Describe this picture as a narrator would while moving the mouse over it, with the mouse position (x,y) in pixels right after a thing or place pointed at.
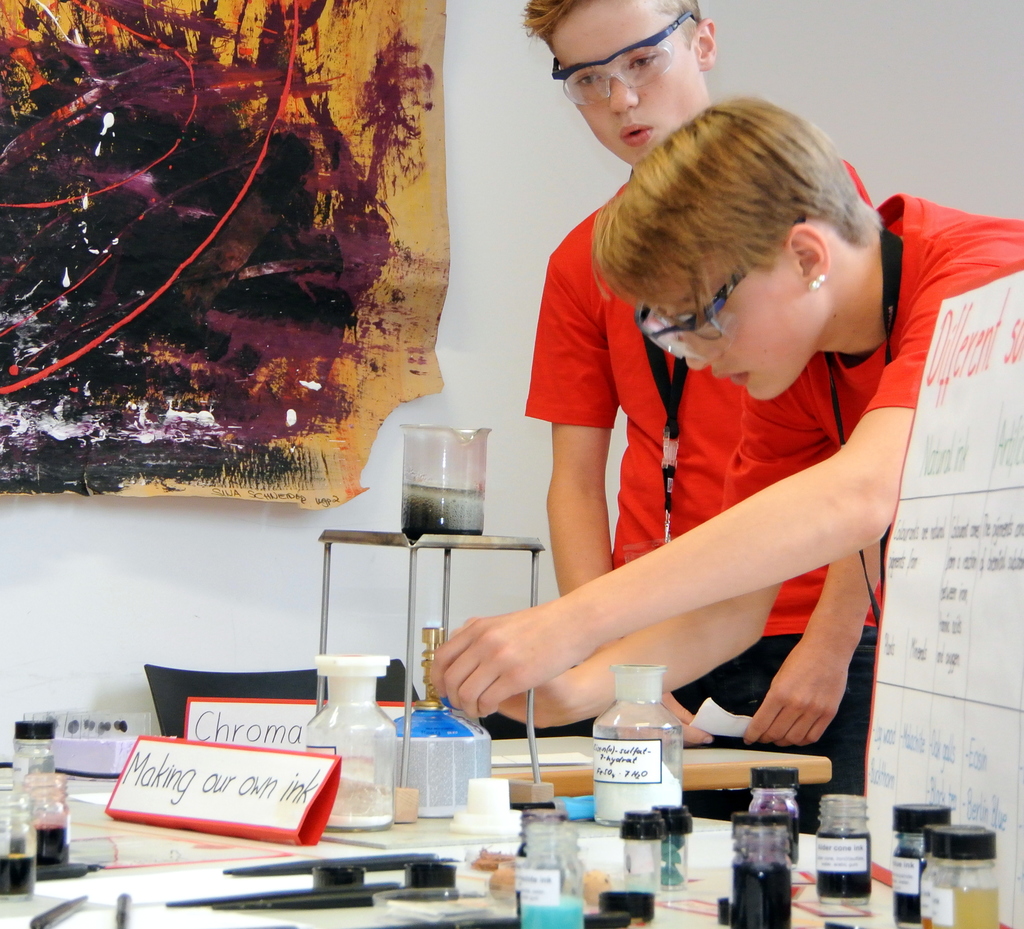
In this image we can see two people (711,256) standing. One person (782,570) is holding a cylinder (459,710) in his hands (467,690). In the foreground of the image (17,767) we can see some bottles (674,803), pens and a glass (464,507) placed on a stand (412,577). At the top of the image (104,218) we can see a painting (297,103) on the wall (1,666).
